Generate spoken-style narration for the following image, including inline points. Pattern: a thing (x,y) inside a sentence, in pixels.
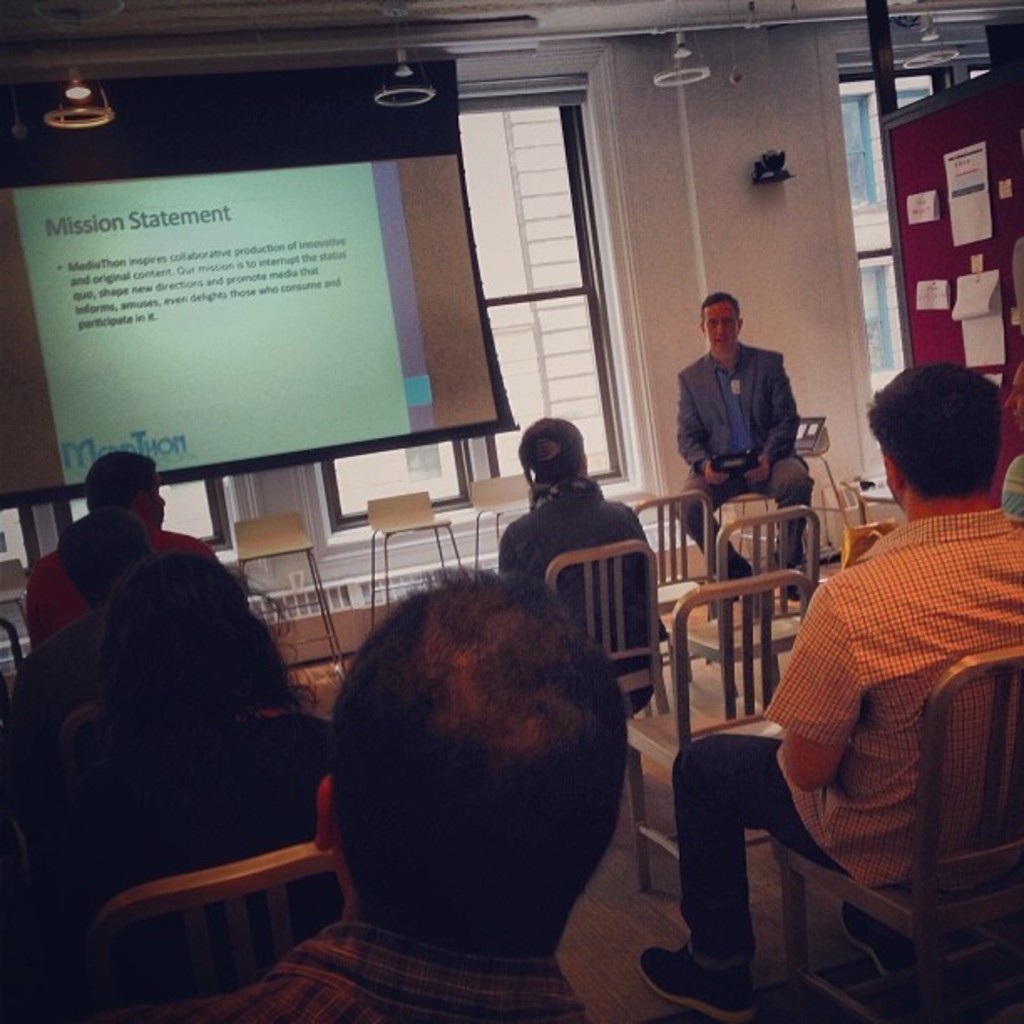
there are group of people (349,731) sitting in chairs (791,577) and listening to the lecture of the opposite man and there is a big screen (16,473) in the room (300,470).
